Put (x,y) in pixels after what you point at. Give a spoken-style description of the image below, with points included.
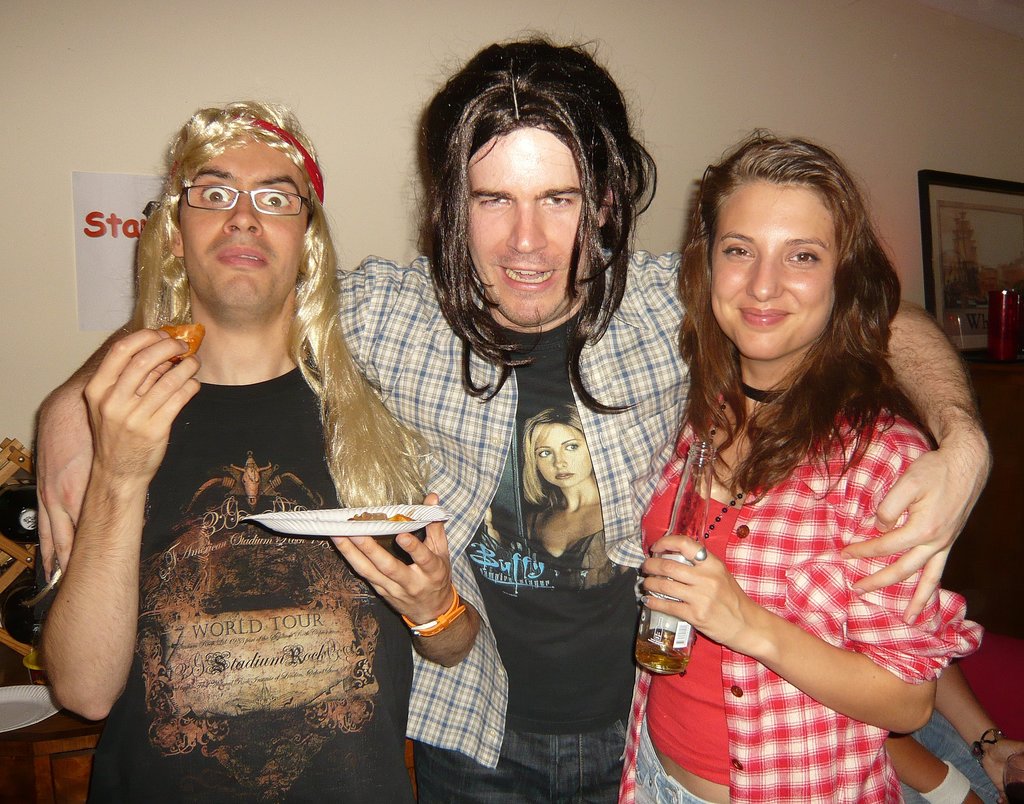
As we can see in the image there is a wall (349,72), photo frame (976,346) and three people (425,544) standing in the front (670,439). The woman (777,457) on the right side (780,573) is wearing red color dress (794,607) and the man (185,542) on the left side (194,594) is wearing black color t shirt (217,638).
